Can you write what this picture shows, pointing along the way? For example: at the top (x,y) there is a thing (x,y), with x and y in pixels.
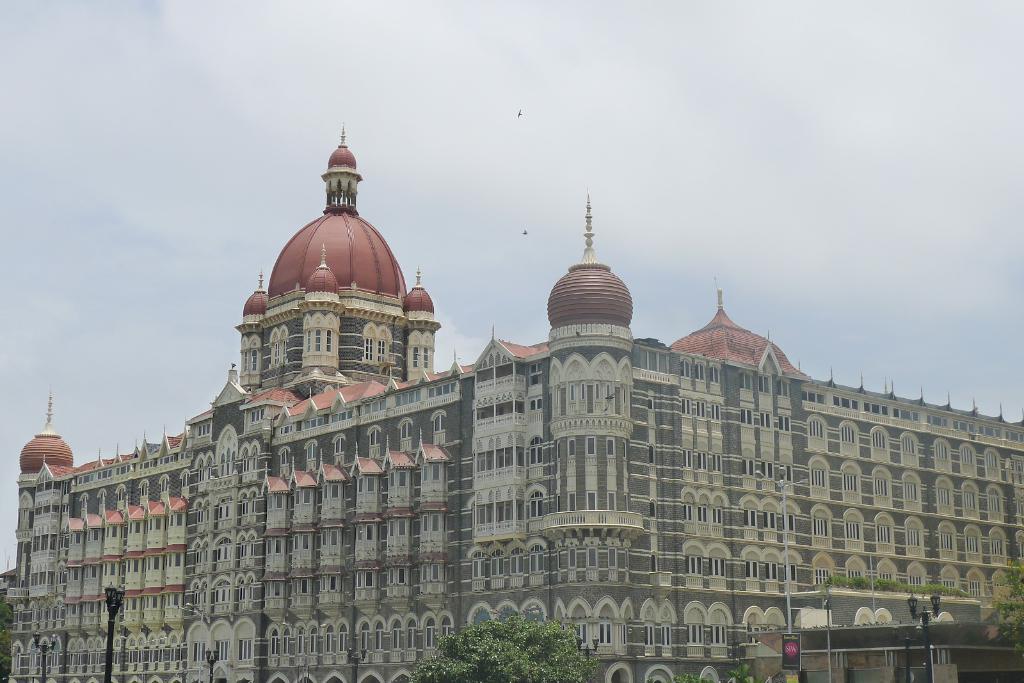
In the center of the picture (458,431) there is a building (335,561). At the bottom (542,680) there are street lights (928,648), trees (505,658), signal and a building (850,666). Sky (447,149) is cloudy.
